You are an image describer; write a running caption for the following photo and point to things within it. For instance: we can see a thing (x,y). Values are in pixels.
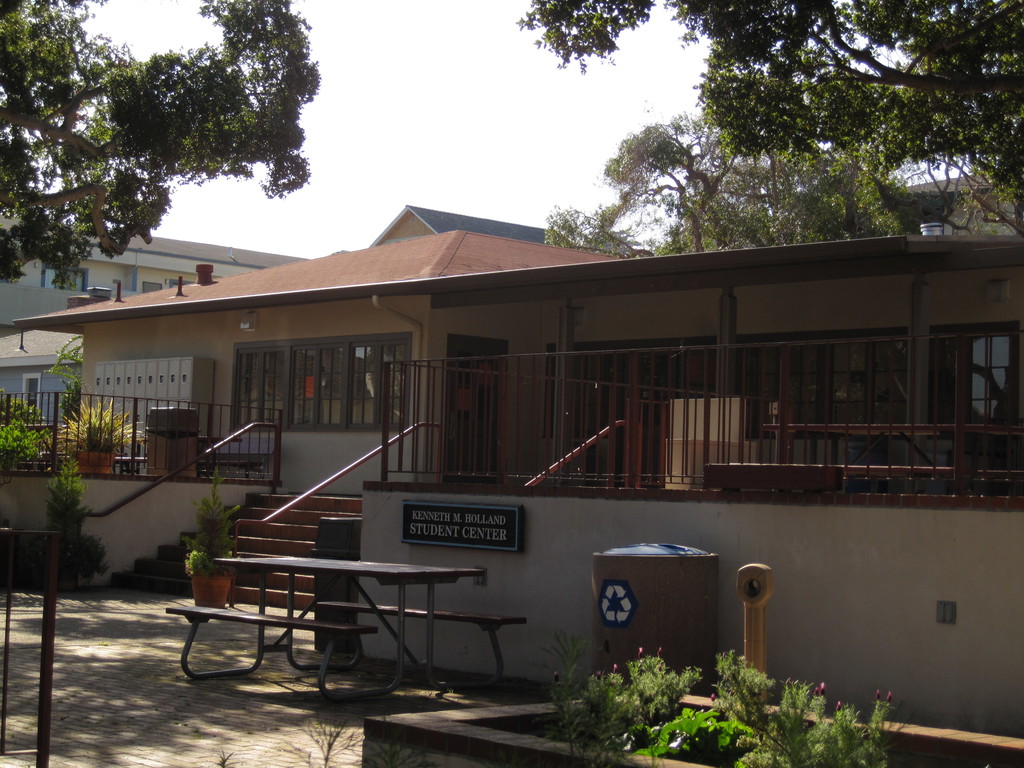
In this image, we can see some plants (598,701) and trees (717,154). There is a picnic table (444,572) in front of the roof house (344,448). There is a pole (48,694) in the bottom left of the image (46,696). There is a sky (375,219) at the top of the image (456,54). There is a tank (615,558) at the bottom of the image (602,663).
